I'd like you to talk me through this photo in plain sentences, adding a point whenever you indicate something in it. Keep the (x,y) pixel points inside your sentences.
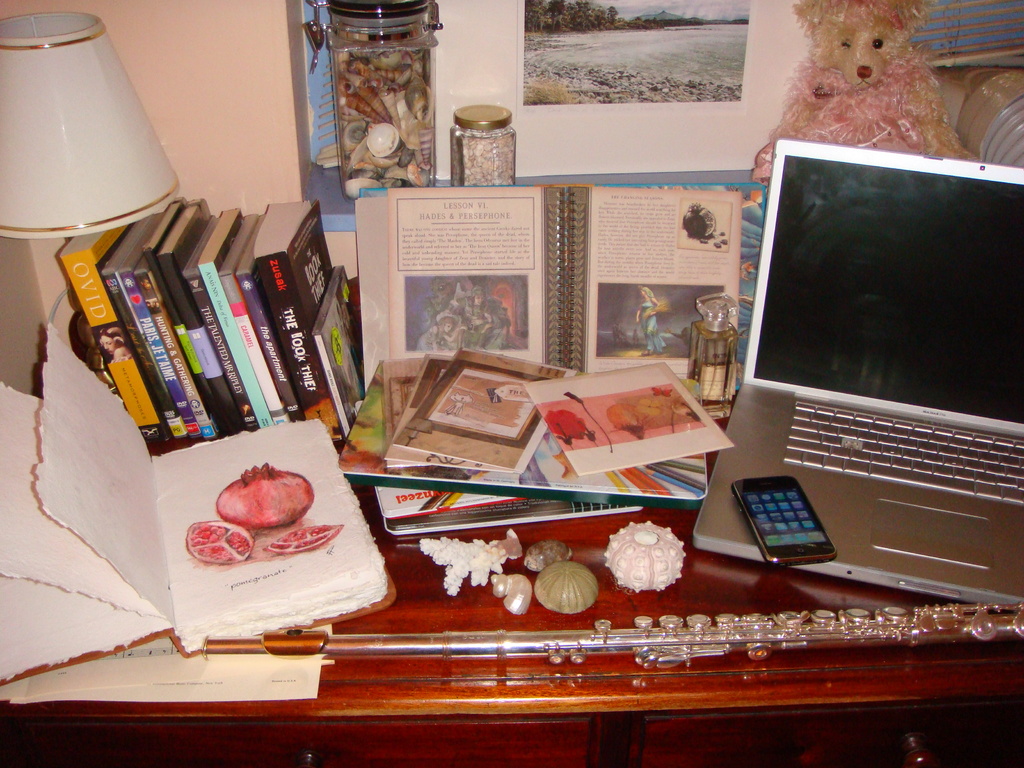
In this picture we can see table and on table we have books (205,371), bottle (736,346), laptop (803,376), mobile (778,496), shells (575,574), toys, flute (641,648) and on rack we have jars (358,84) and in background (295,56) we can see wall (241,44) with photos (677,46).
